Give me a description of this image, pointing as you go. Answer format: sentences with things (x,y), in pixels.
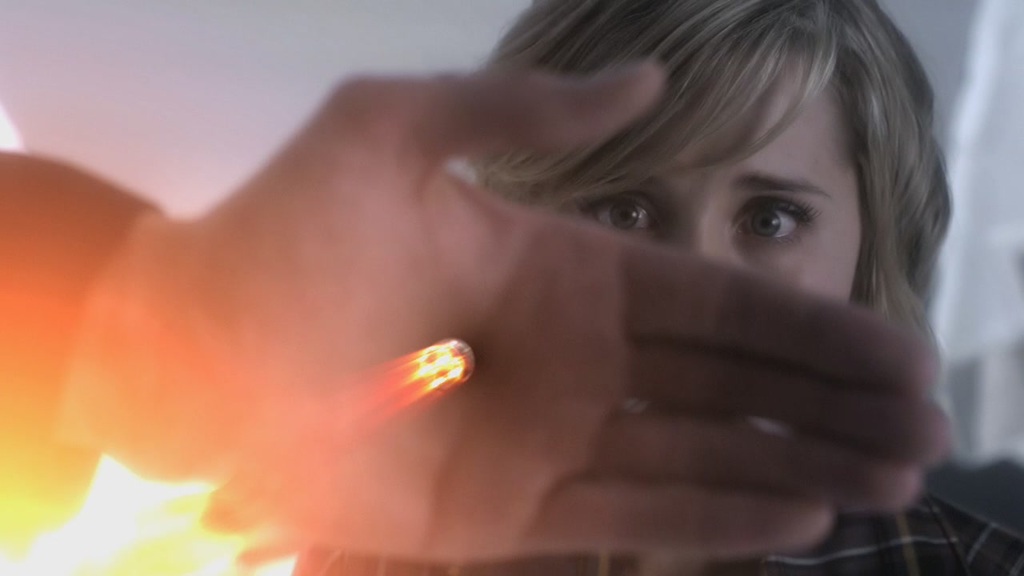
In this picture I can see a person (586,197), there is a hand (378,466) of a person (329,321), and there is blur background (371,23).
